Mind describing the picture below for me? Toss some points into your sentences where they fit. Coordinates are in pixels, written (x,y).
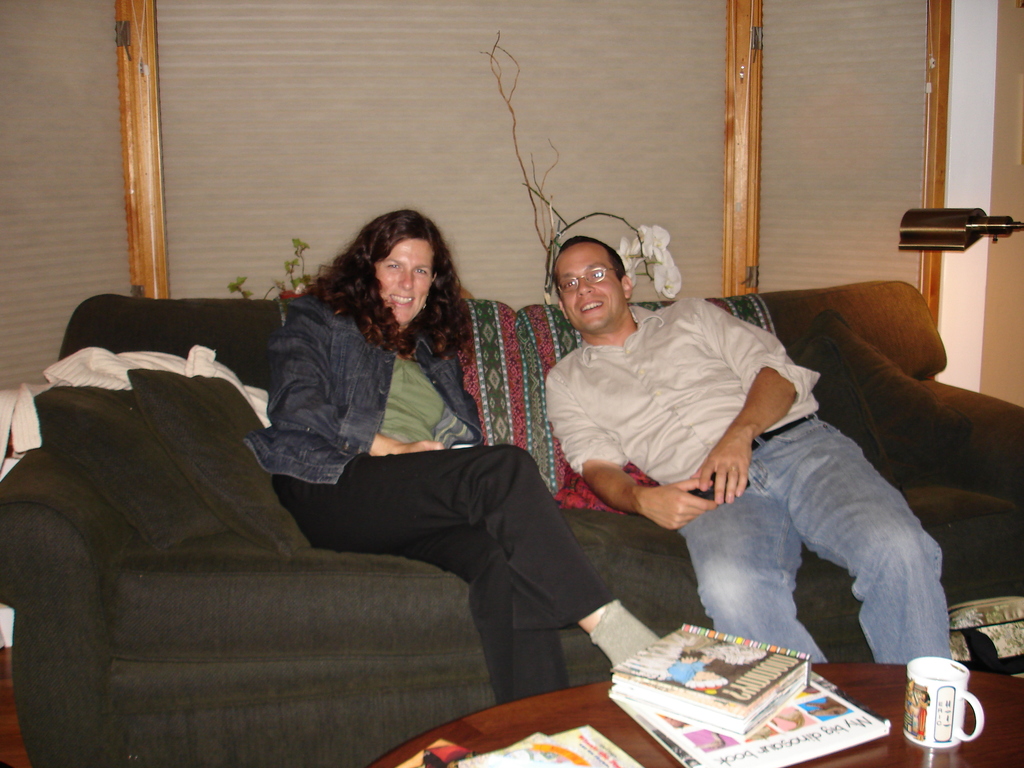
In this image, there are two persons (509,483) wearing clothes (614,448) and sitting in the sofa (311,557). This sofa (196,463) contains pillows (176,417). This person (623,319) is wearing spectacles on his head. There is a table (503,725) in front of these two persons (429,354). This table (867,673) contains books (648,723) and cup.
